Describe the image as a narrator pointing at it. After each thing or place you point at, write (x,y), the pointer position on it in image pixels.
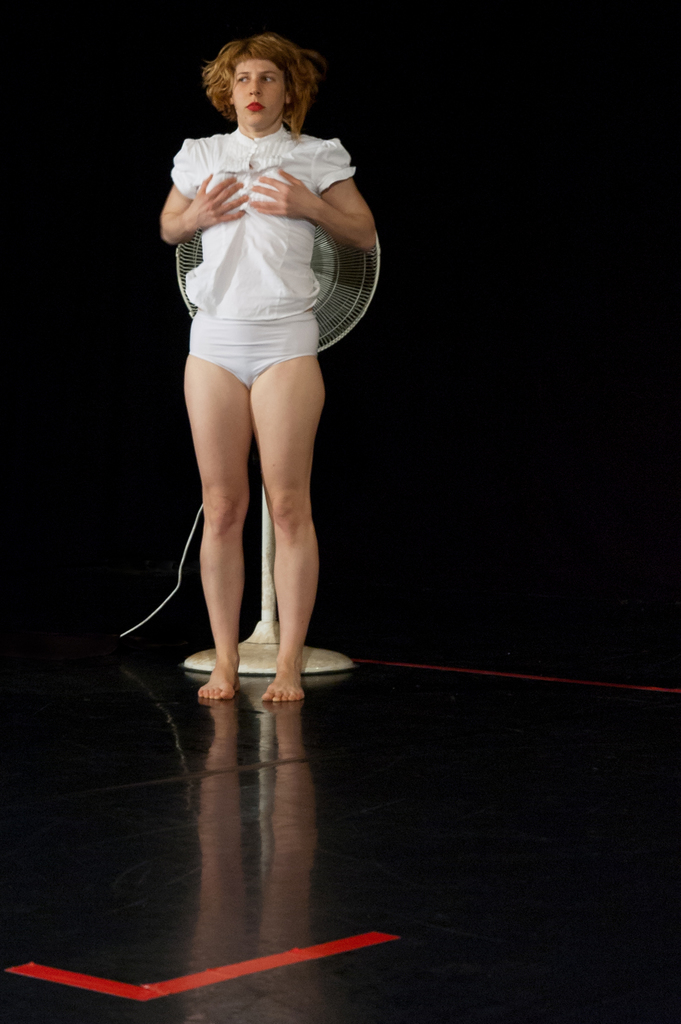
In this picture we can see a woman (249,59) standing and a table fan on the floor (405,754) and in the background (494,409) it is dark.
